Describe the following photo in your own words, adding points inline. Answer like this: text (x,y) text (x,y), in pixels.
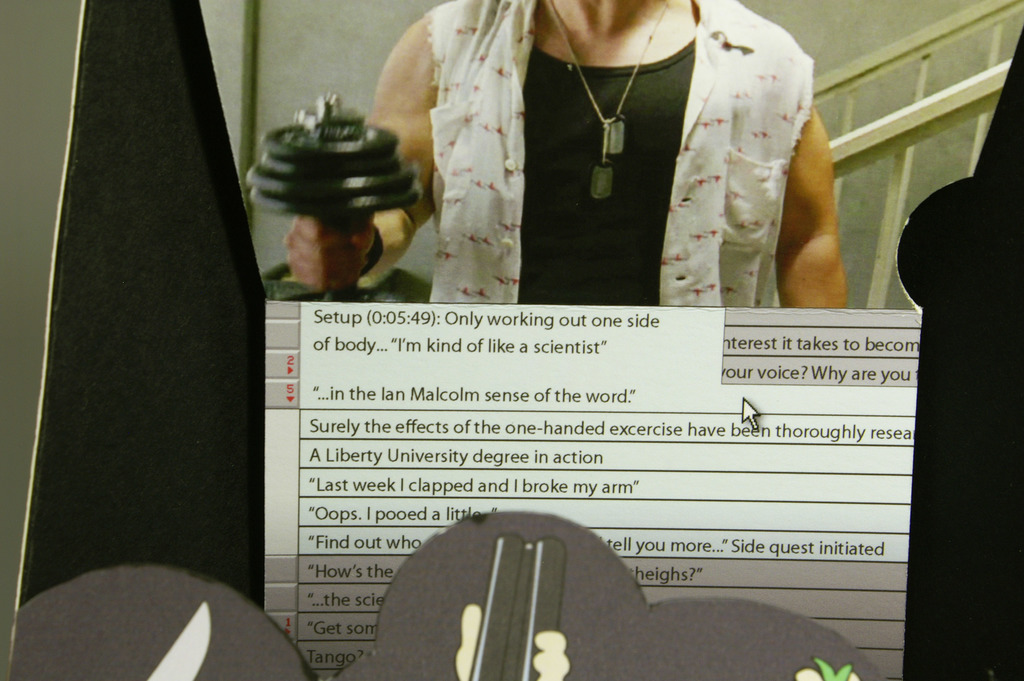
Here in this picture we can see a person (565,101) holding dumbbell (383,183) in his hand (300,245) and behind him we can see a staircase (915,57) and we can see this all is seen in a digital screen (513,349), as we can see options (312,333) present with cursor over there.
